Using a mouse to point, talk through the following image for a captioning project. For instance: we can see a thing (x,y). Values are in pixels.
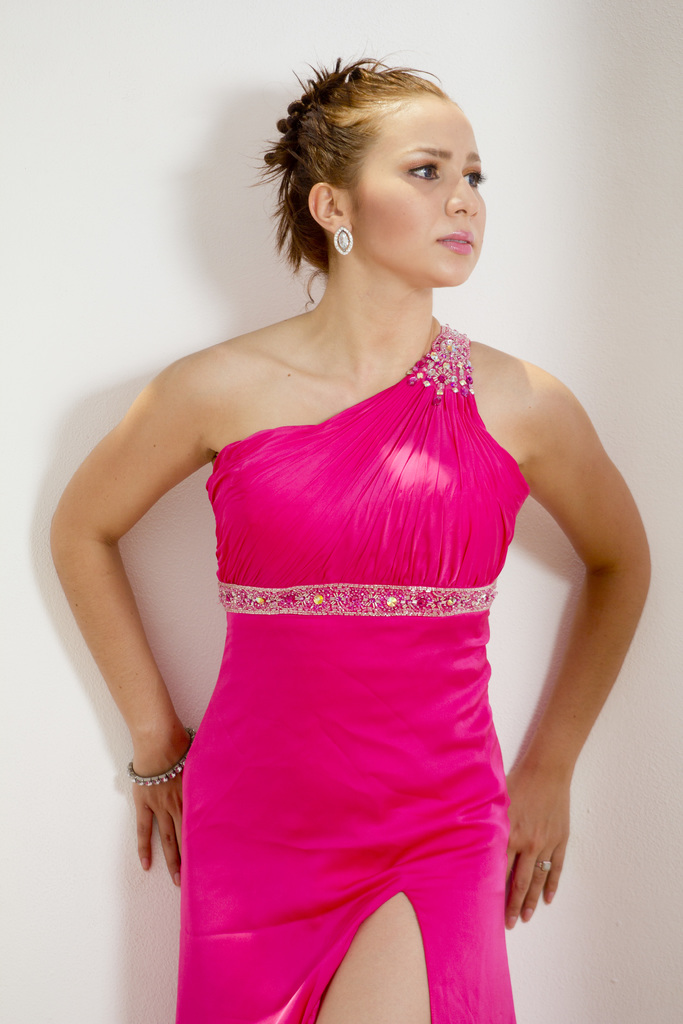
In this picture I can see there is a woman (403,659) standing wearing a pink color dress (398,687) and she is looking at right side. In the backdrop (548,246) there is a white color wall (240,51).
